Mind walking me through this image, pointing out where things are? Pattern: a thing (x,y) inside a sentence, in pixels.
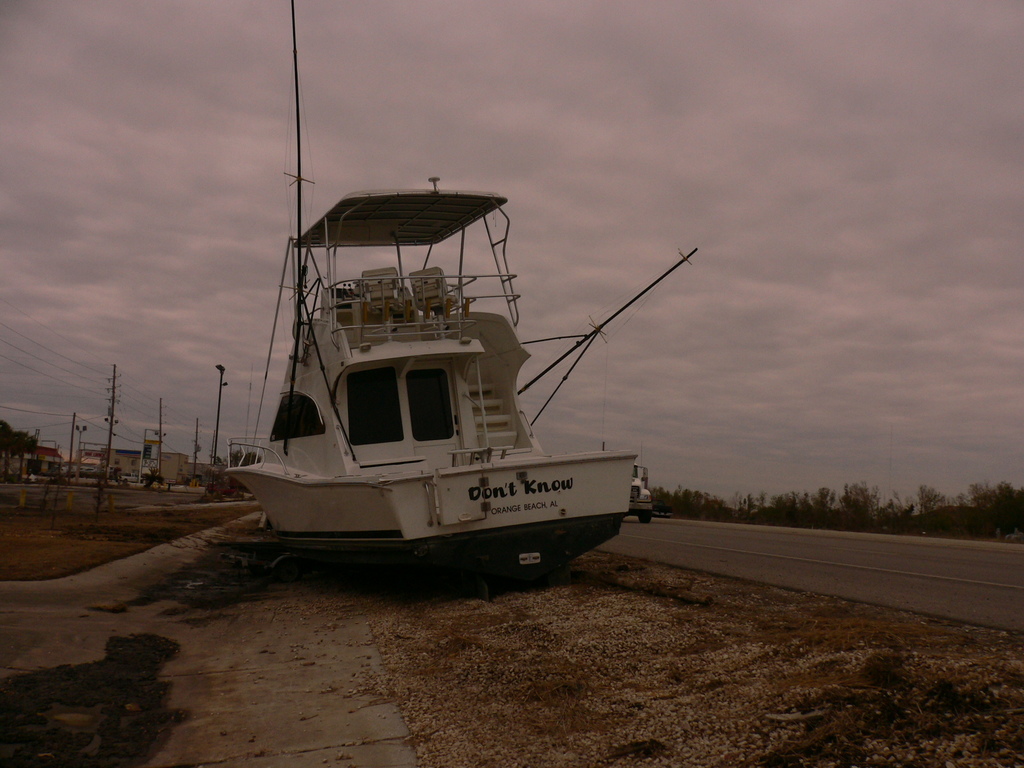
There is a boat (401,415) on the side of the road (708,537). It is having windows (390,404), steps (486,403), railings (449,276) and chairs (414,287). And something is written on that. On the side of the boat (562,541) there is a road (696,531). In the back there are electric poles (219,412). Also there are trees (808,504) in the background (841,511). And there is sky (702,194).
